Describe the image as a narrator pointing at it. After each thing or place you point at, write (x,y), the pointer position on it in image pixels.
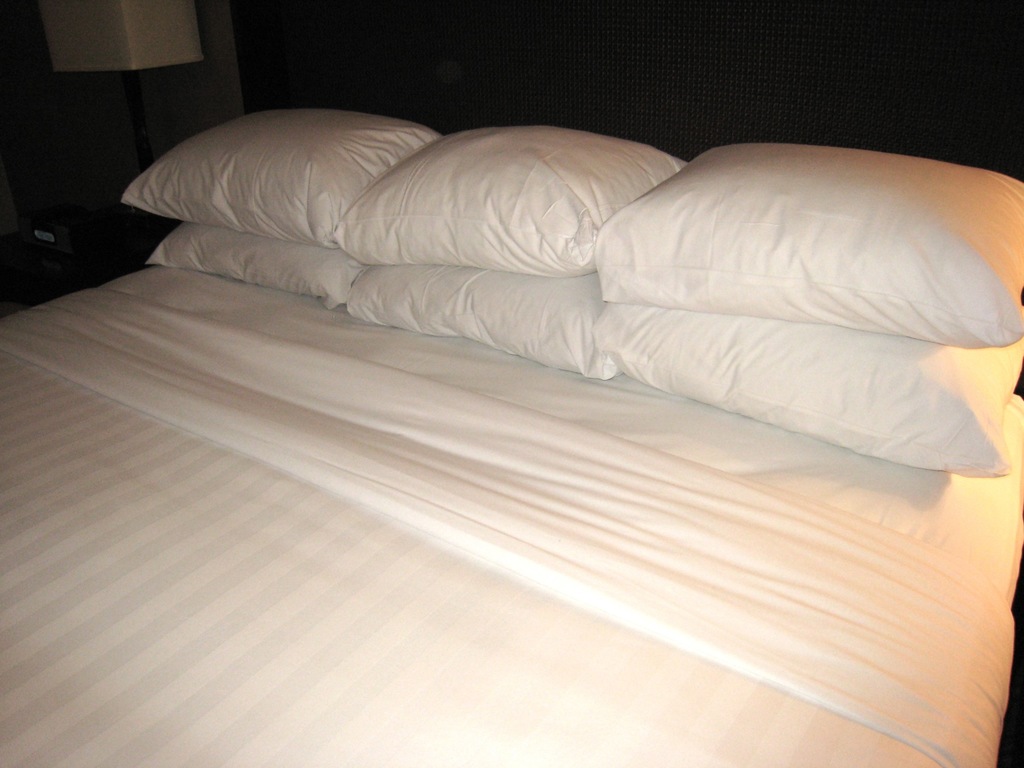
In this image we can see a bed (438,430) with some pillows (422,282) on it. At the top left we can see a lamp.
